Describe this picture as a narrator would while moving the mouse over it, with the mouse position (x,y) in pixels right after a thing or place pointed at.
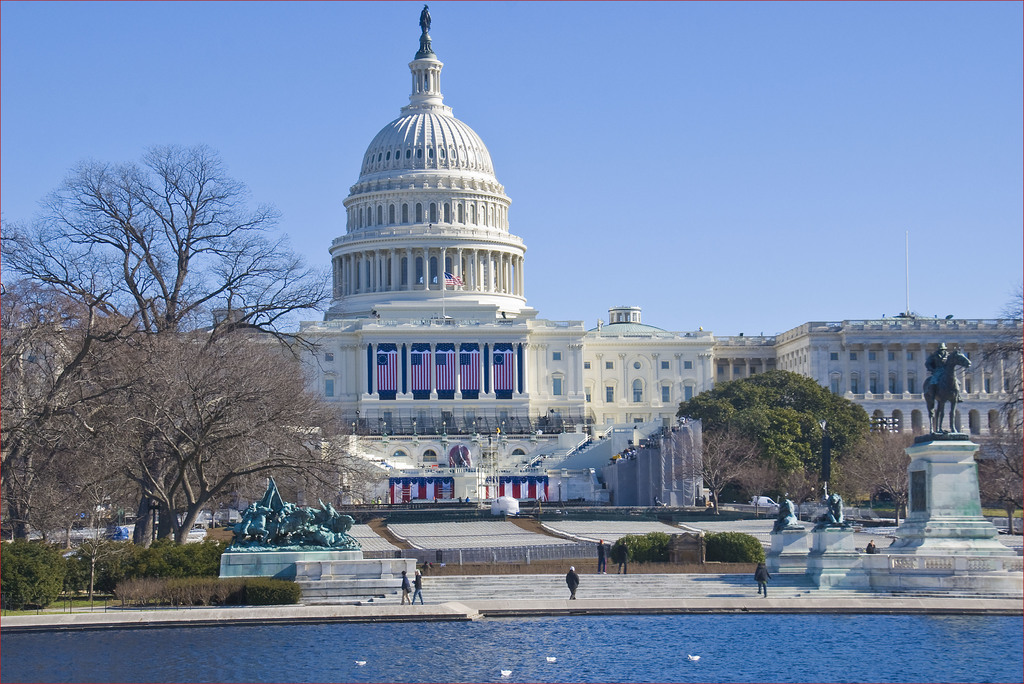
This image is taken outdoors. At the top of the image (278,93) there is the sky (755,108). At the bottom of the image (696,667) there is a pond (220,647) with water (524,668). In the middle of the image (520,387) there are few buildings (556,366). There is an architecture (457,369). There are few flags (451,371). There are few poles (482,473). There are many trees (812,457) and plants (168,567) with leaves (59,570), stems (196,414) and branches (736,433). There are a few sculptures (309,521). There is a statue (955,396) on the cornerstone (940,476). A few people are walking and there are few stairs (530,587).
